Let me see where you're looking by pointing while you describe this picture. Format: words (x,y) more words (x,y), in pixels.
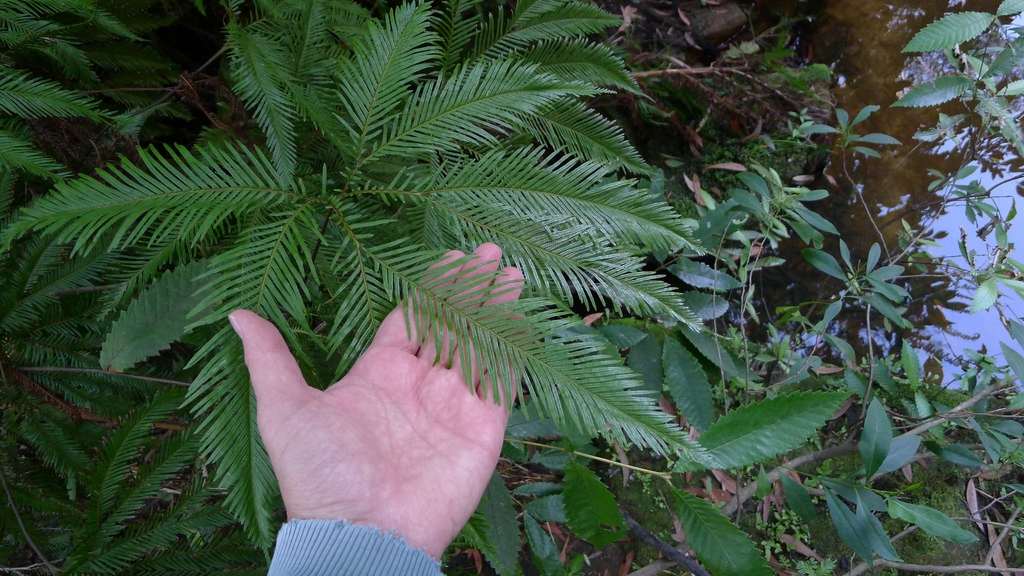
A human hand (375,455) is touching the leaves (384,262) of a plant (366,247). On the right side (941,219) there is water (939,230) in this image.
